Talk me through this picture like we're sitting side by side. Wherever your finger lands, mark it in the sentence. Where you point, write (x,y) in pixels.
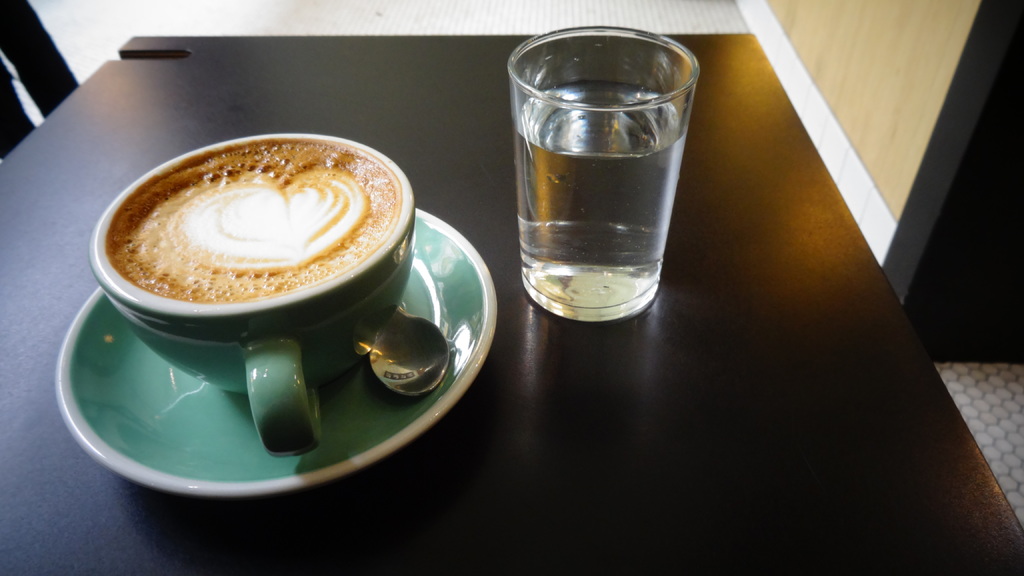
In the image I can see a table (501,482) on which there is a cup (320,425), saucer (283,478), spoon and a glass (626,64) in which there is water (633,151).
